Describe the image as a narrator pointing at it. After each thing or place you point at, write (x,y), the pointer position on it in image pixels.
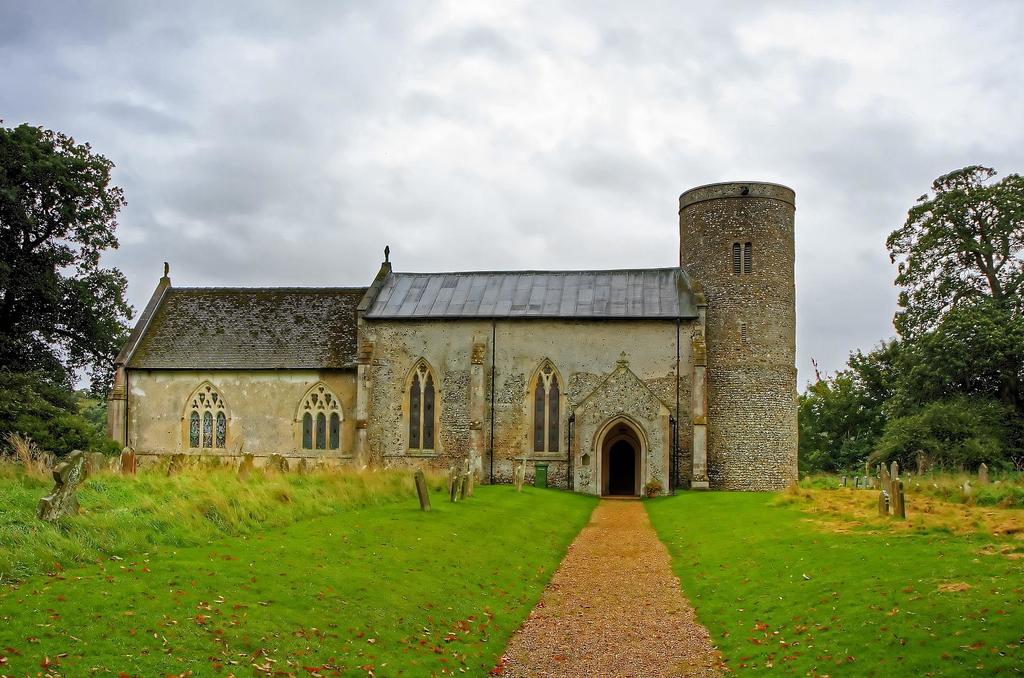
In this picture we can see the church (333,376) with roof tile (320,327) in the center of the image (495,292). In the front (599,620) there is a walking path (606,595) and both side there is a grass lawn (728,558). In the background (816,399) we can see some trees (920,369).
